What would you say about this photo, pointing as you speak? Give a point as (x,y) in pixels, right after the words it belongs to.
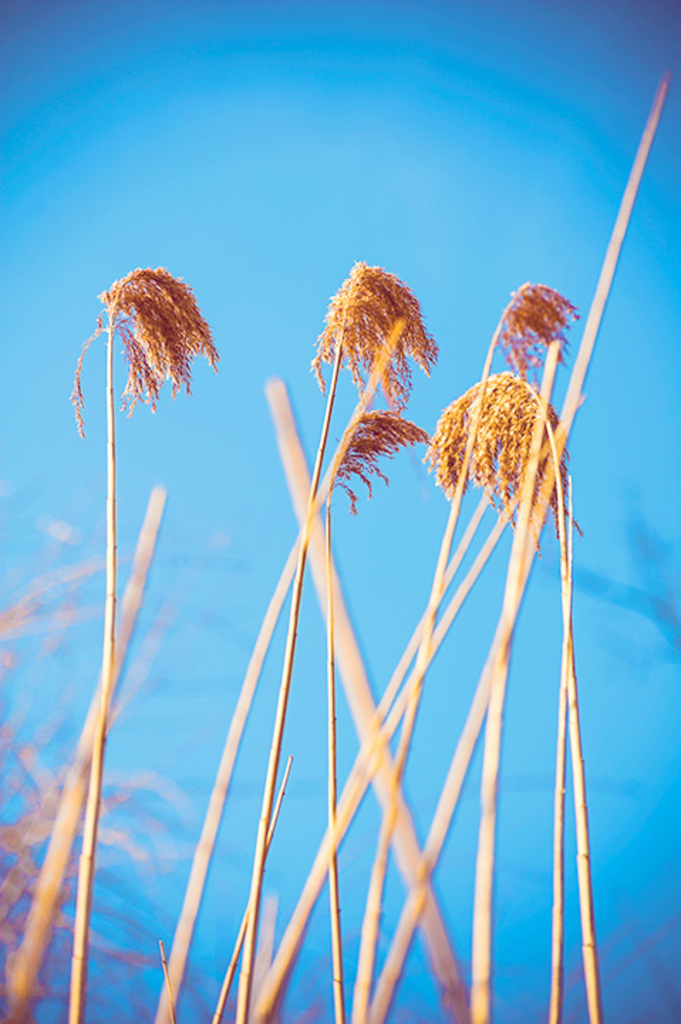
There are stems (270,763) and leaves (204,319) present as we can see in the middle of this image (345,440), and there is a blue color sky (291,208) in the background (315,180).
